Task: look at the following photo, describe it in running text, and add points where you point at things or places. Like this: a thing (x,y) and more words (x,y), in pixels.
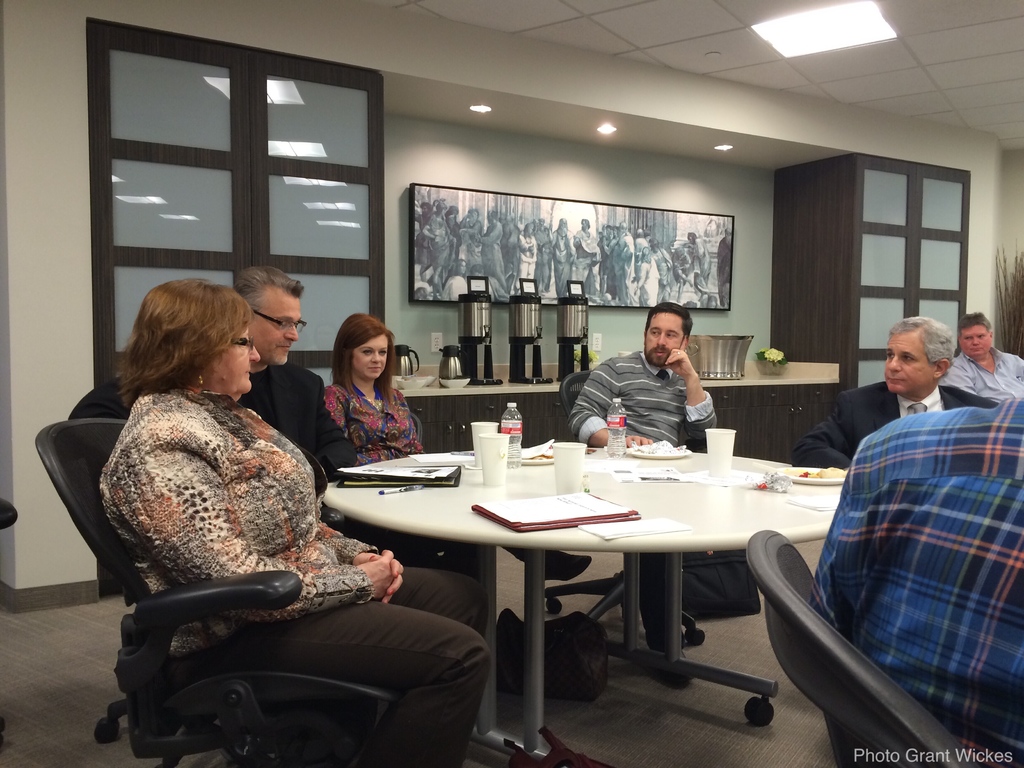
In this picture there are group of people (228,634) those who are sitting around the table (692,521) on chairs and there are bottles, glasses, and papers (675,521) on the table (663,538), there is a big photograph (487,234) on the wall (741,245) at the center of the image (614,279), and there are coffee making machine (477,367) on the table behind the people (207,426).
